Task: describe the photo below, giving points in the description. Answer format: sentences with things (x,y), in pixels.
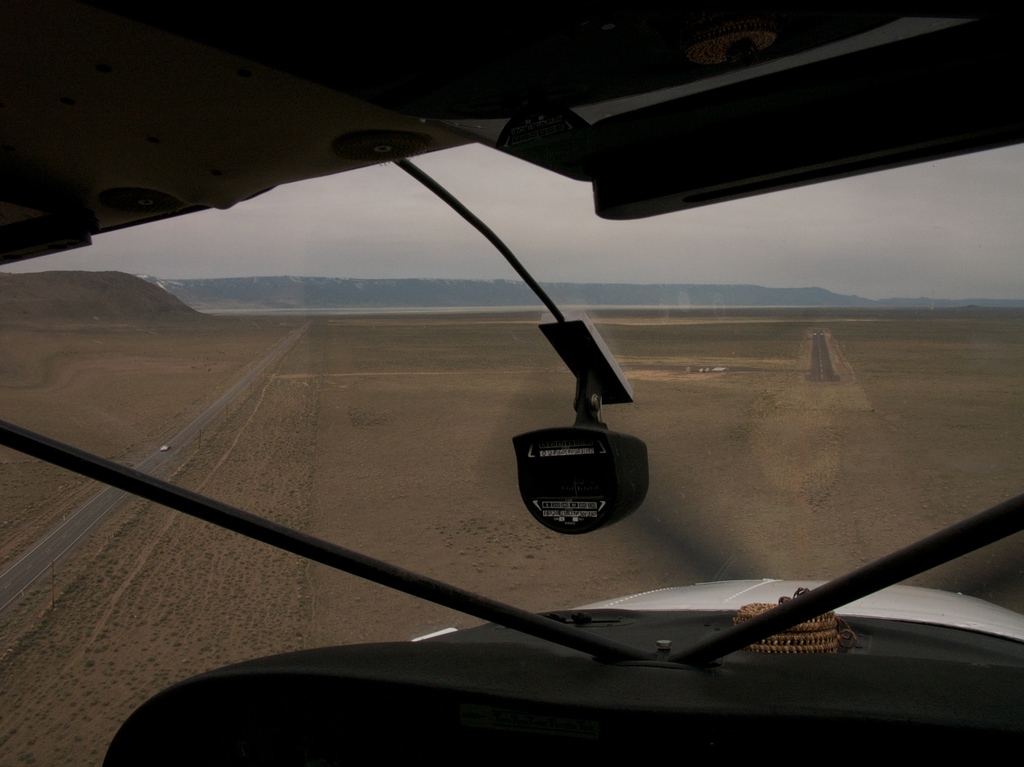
This is the picture of an aircraft (943,716). At the back (25,280) there are mountains (374,283). At the bottom (41,676) there are roads (11,569) and there is a vehicle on the road (16,585) and there is sand (24,609). At the top (688,221) there is sky (609,246).
